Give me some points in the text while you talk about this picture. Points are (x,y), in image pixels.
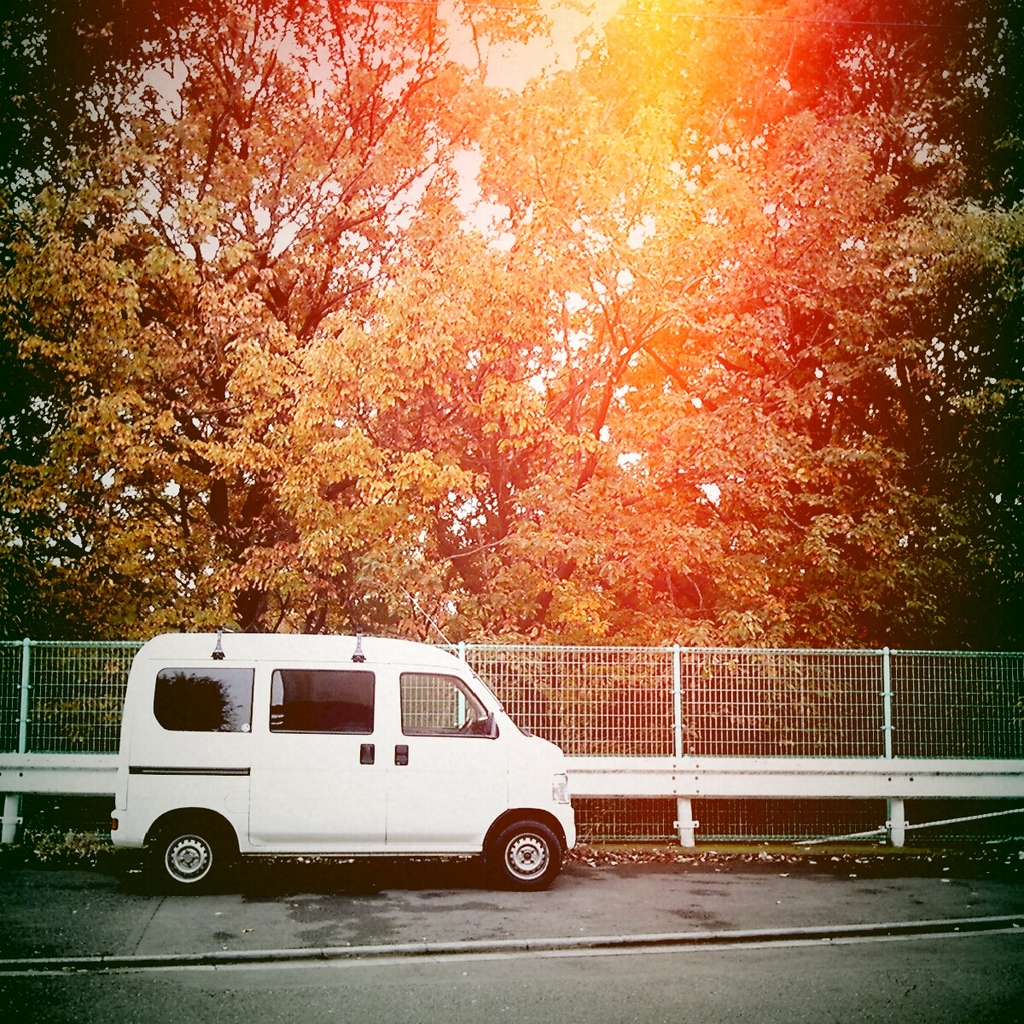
In this picture there is a white car (318,799) which is parked near to the fencing (707,746). At the bottom (551,976) there is a road (682,973), beside that i can see many leaves (75,841). In the background (617,513) i can see many trees (908,414). At the top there is a sky (540,0).
